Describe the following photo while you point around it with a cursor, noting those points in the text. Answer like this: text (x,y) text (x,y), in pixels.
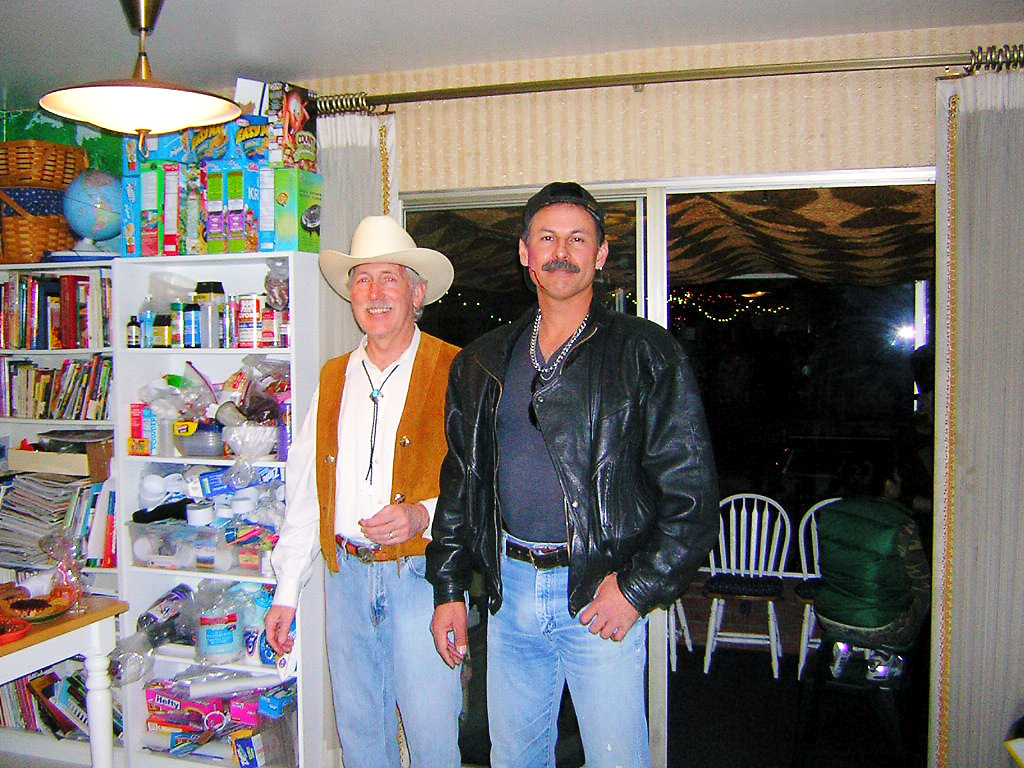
In this picture there are two men (340,404) standing and there is a light (166,114) attached to the roof (156,43). We also observe a window (788,261) in the background (730,291).
